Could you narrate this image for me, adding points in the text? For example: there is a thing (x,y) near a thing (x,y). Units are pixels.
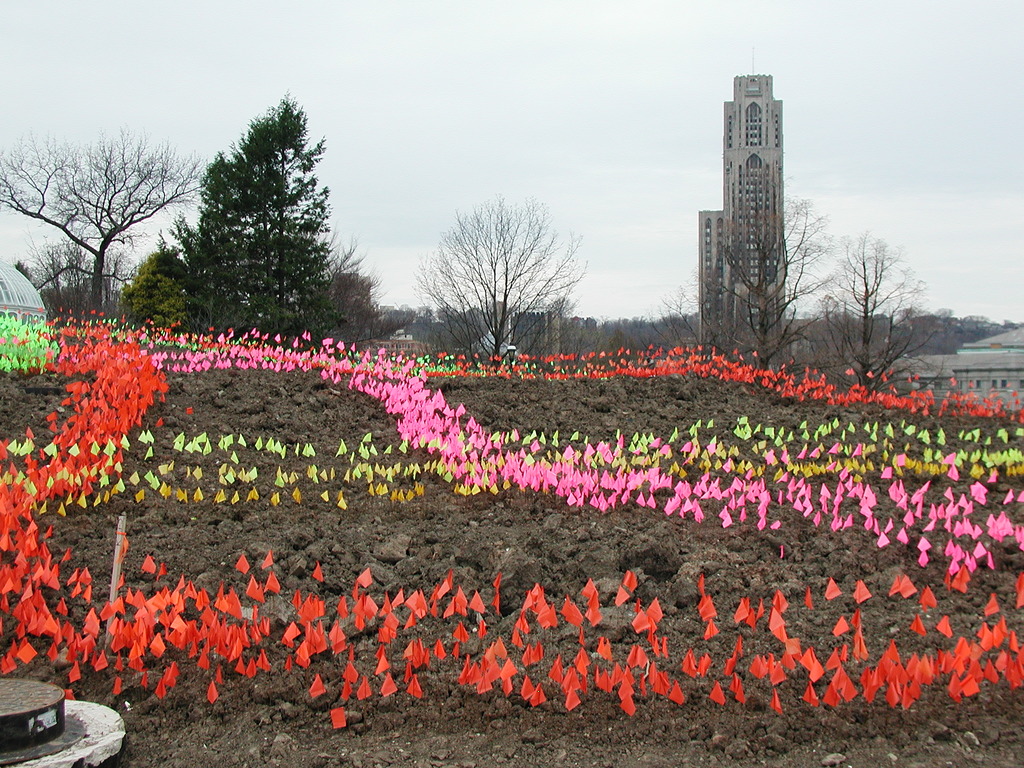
In this picture I can see an object (28,698) in the bottom left hand side (21,720), in the middle (415,400) those are looking like the papers (626,596) in different colors. In the background (483,322) I can see few trees (352,320) and buildings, at the top (619,99) there is the sky (503,112).
